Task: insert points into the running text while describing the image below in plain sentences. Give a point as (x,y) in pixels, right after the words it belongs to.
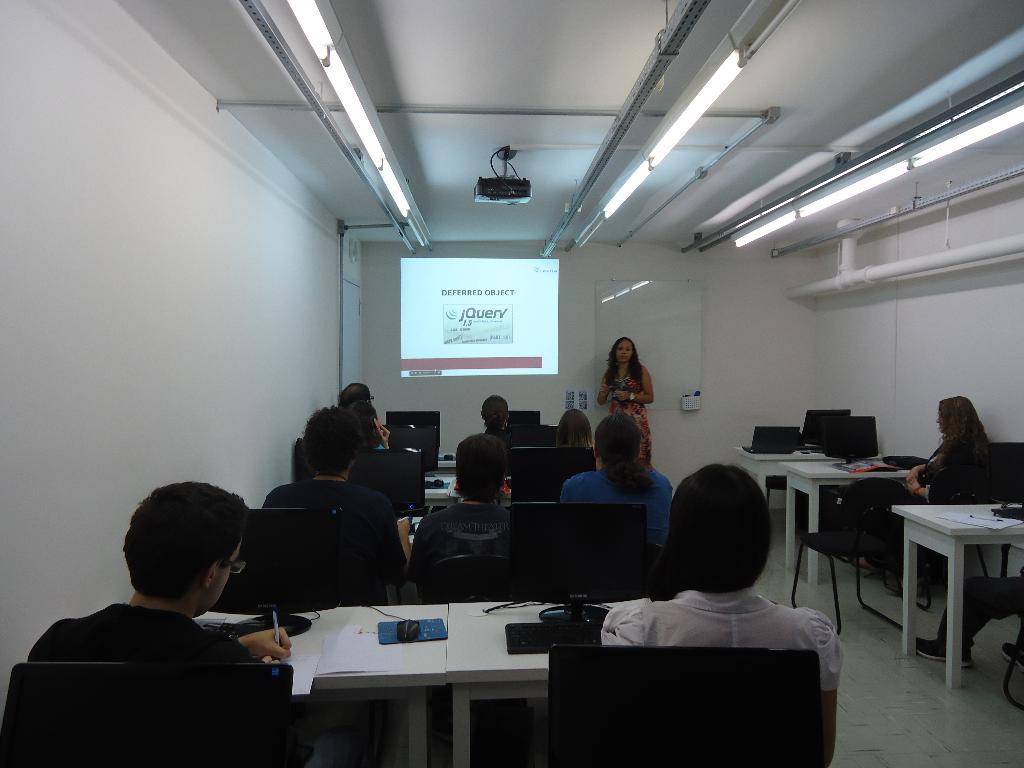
In this image I can see number of people (182,585) are sitting on chairs (554,767) and also I can see a woman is standing. I can see number of computers (617,533) are on these tables (584,617). Here I can see a projector (483,203) and its screen (448,286).
